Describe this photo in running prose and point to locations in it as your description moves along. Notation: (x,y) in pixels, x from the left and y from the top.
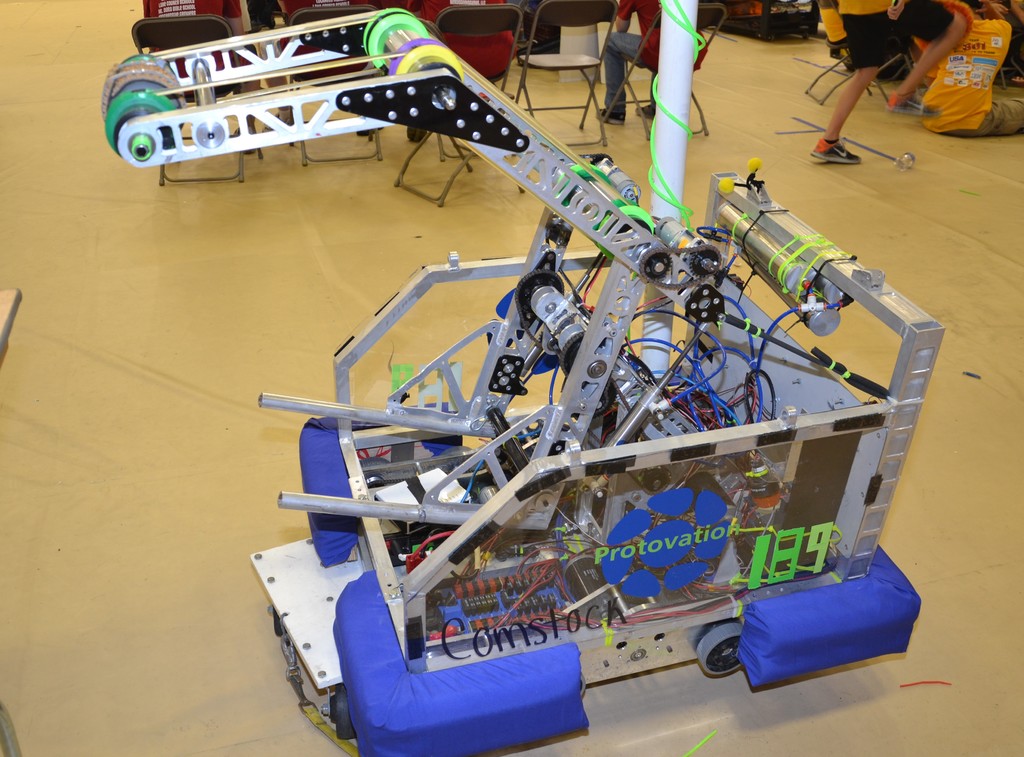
In the image we can see electronic device (611,376), floor (492,215) and there are chairs (511,15). We can see there are even people (917,22) wearing clothes (657,43) and some of them are wearing shoes (844,149). Here we can see the pole (656,113) and cable wires (724,351).
